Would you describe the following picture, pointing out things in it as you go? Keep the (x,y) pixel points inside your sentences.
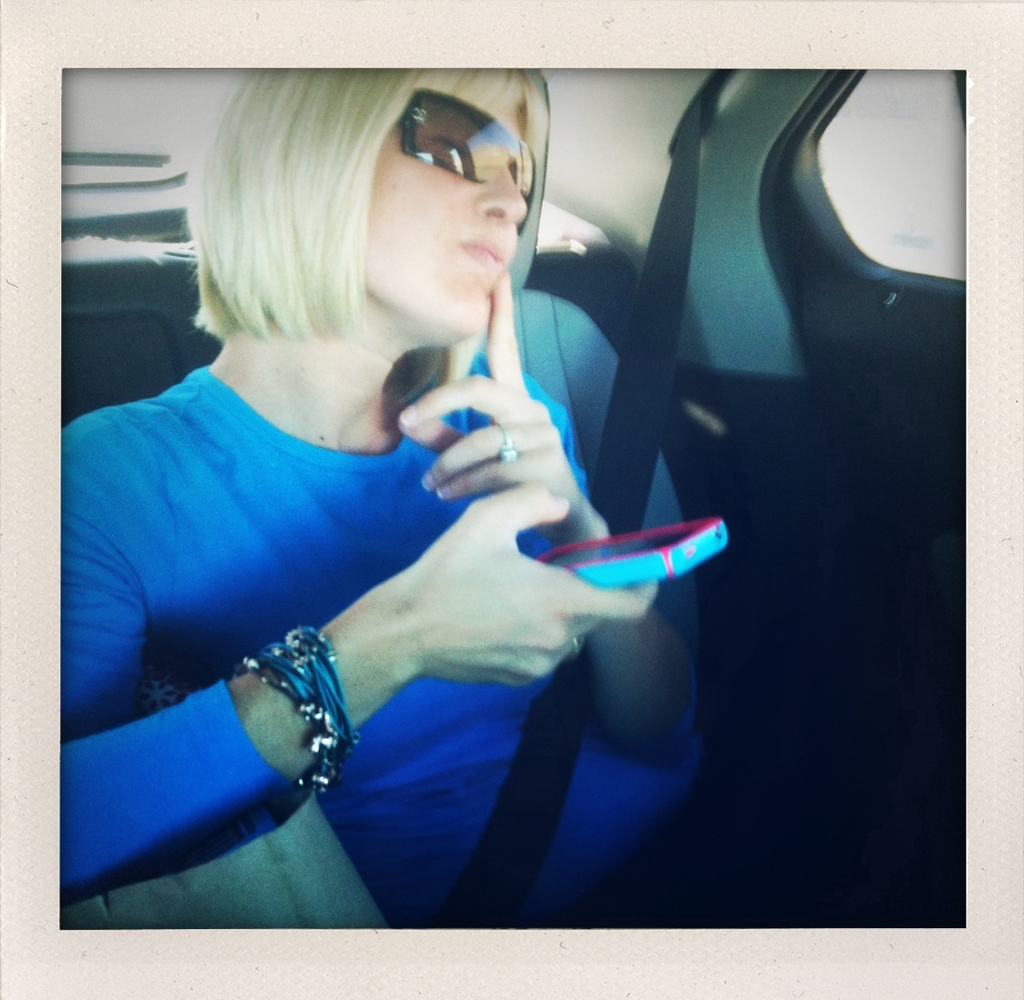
In this image there is a photograph, there is a woman (431,419) sitting inside a vehicle (583,436), she is wearing goggles (474,161), there is holding a mobile phone (642,567), she is wearing a seat belt (485,862), there is a window (857,180) towards the right of the image (879,172).
